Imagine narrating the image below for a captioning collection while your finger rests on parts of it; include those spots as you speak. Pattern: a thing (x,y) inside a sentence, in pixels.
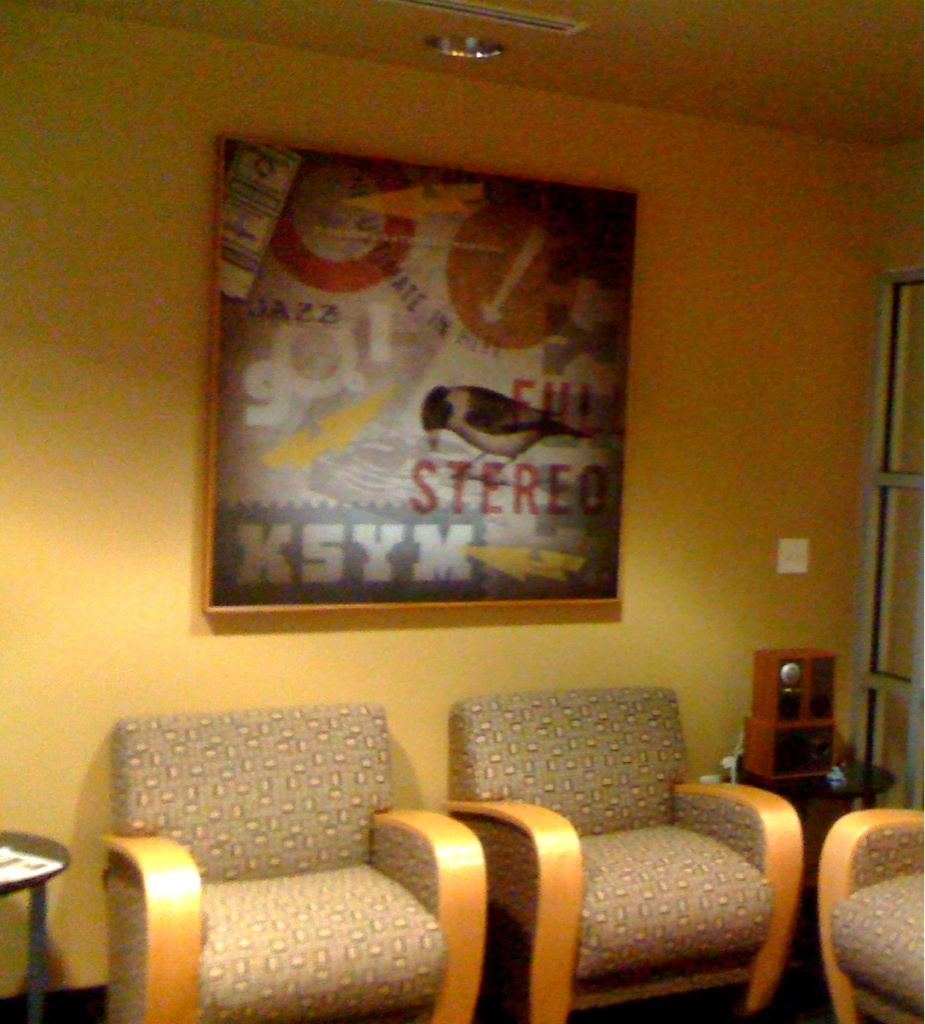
In this image we can see an inner view of a room (549,873) containing some chairs (547,882), a table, a box (822,758) which is placed on the table (844,793), a photo frame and a switch board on the wall (742,715) and a roof (320,28) with some ceiling lights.
